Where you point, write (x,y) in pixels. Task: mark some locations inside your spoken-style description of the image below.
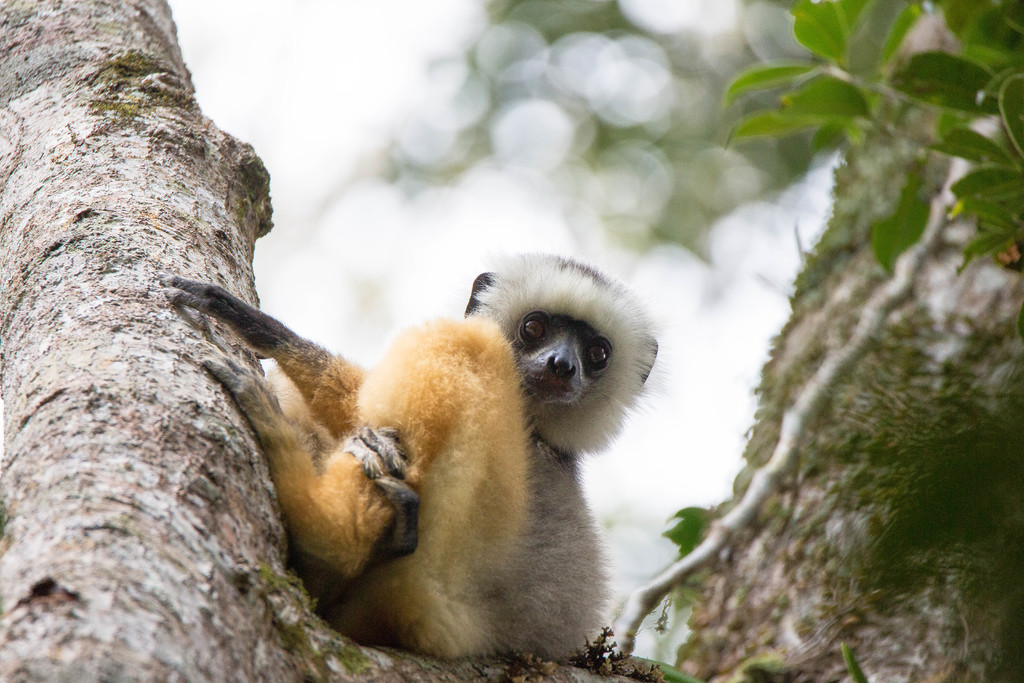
This image is taken outdoors. At the bottom of the image (250,612) there is a tree (113,531). At the top of the image (487,213) there is the sky (522,197) and there are few green leaves (790,112). In the middle of the image (416,402) there is baby diademed sifaka (390,484) on the branch (377,650) of a tree (245,600).
